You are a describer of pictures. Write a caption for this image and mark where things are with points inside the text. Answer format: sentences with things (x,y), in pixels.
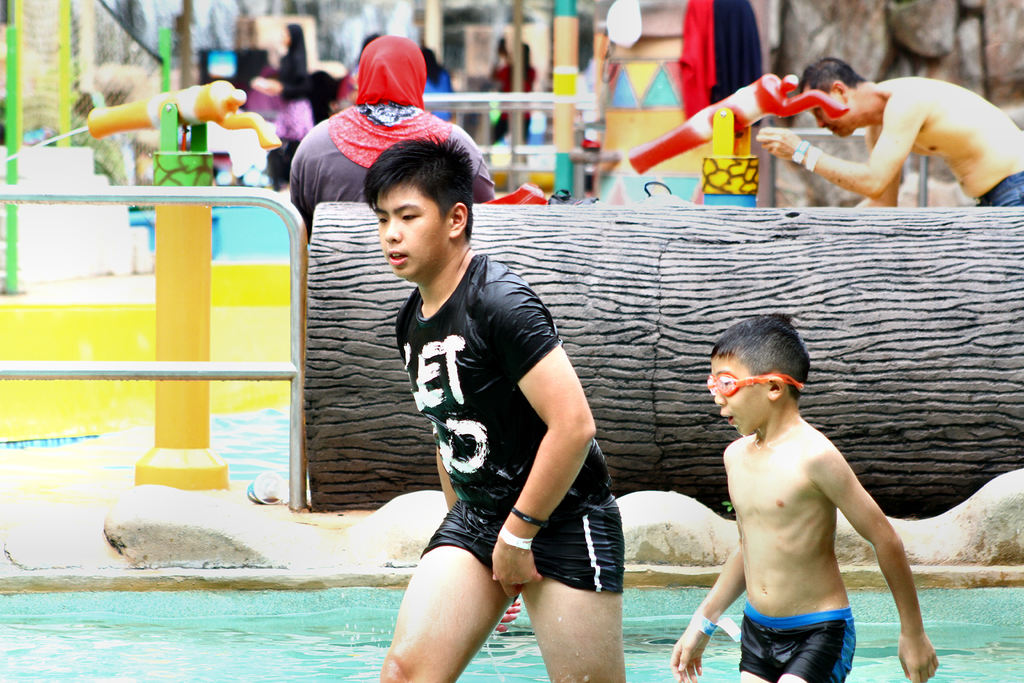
In this picture there are people (839,161) and we can see water (213,630), rods (300,463), poles (211,457), clothes (752,22) and objects (740,157). In the background of the image (219,71) it is blurry and we can see people (336,103) and objects (576,66).
